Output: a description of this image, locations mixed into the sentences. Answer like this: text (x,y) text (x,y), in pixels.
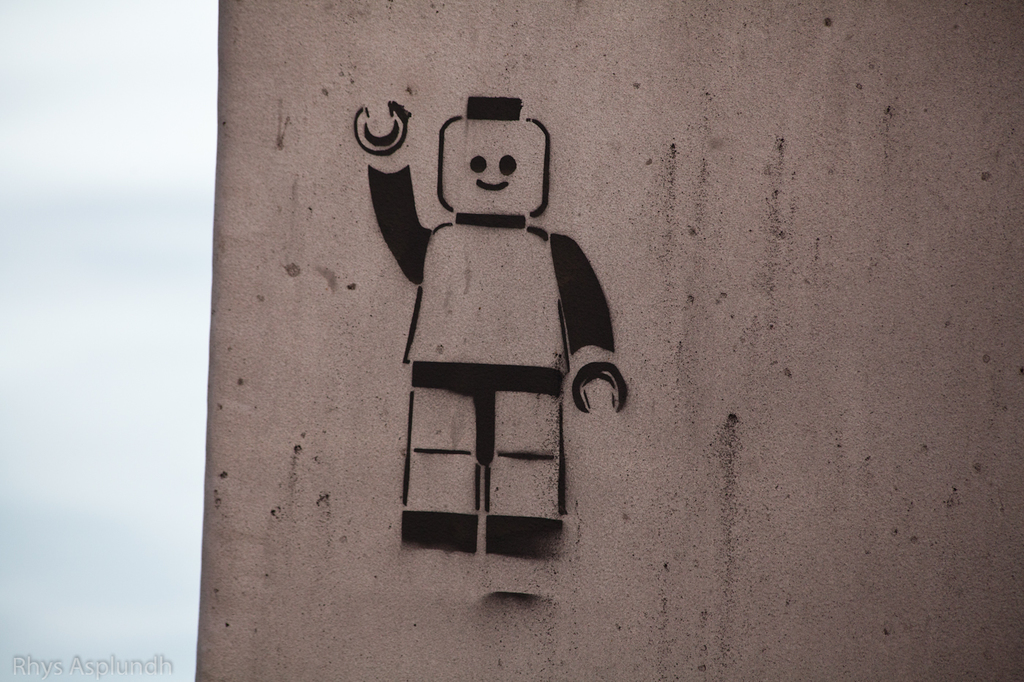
Here in this picture we can see a sketch (487,329) designed in the shape of robot (490,162) present on a wall (513,510) and we can see the sky (122,268) is cloudy.
